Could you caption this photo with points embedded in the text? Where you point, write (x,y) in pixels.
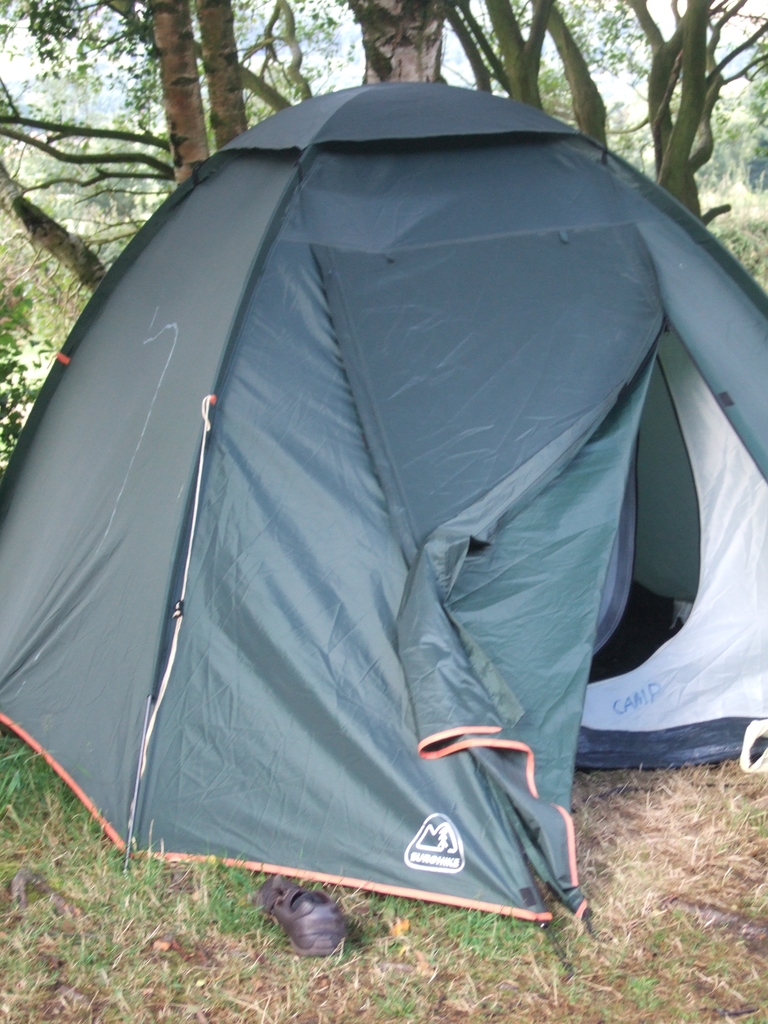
In this image I can see a tent (377,569). In the background (236,125) I can see trees (201,121) and the grass (168,908). Here I can see something on the ground (360,930).
